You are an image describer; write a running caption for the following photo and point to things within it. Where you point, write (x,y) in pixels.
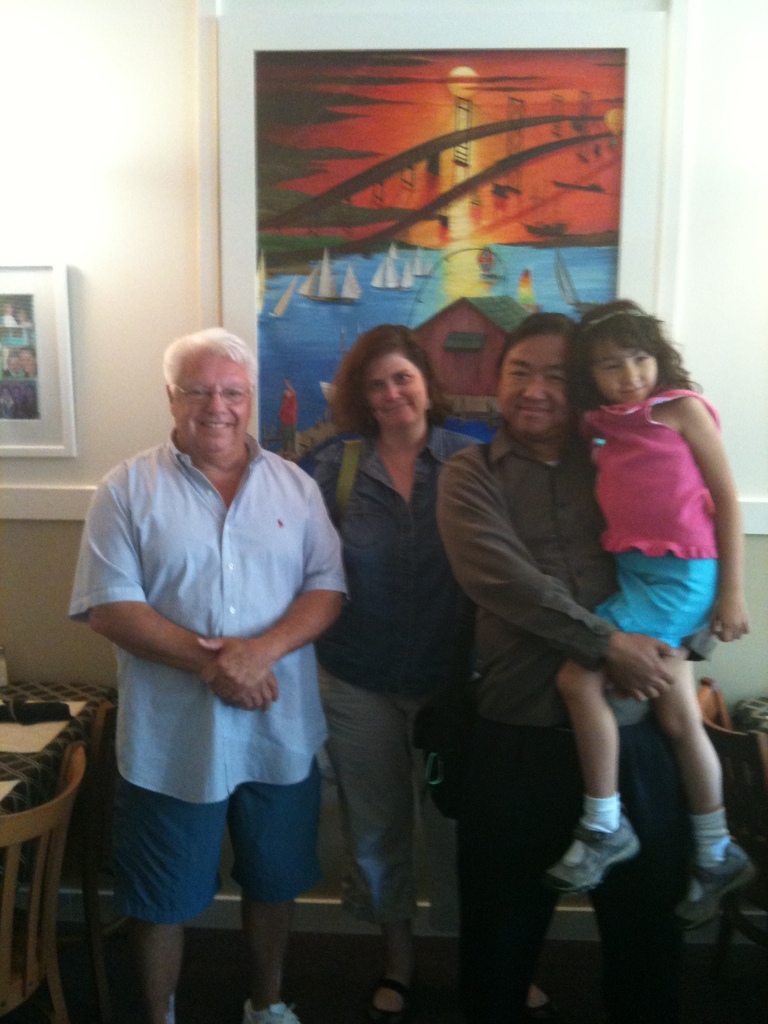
In this image I can see in the middle (277,464) few persons (409,636) are standing and smiling, at the back side (268,427) there is the painted image (475,229) on the wall (106,326). On the left side (67,853) there is the chair (49,884) and there is a photo frame (39,364) on the wall (140,322).
